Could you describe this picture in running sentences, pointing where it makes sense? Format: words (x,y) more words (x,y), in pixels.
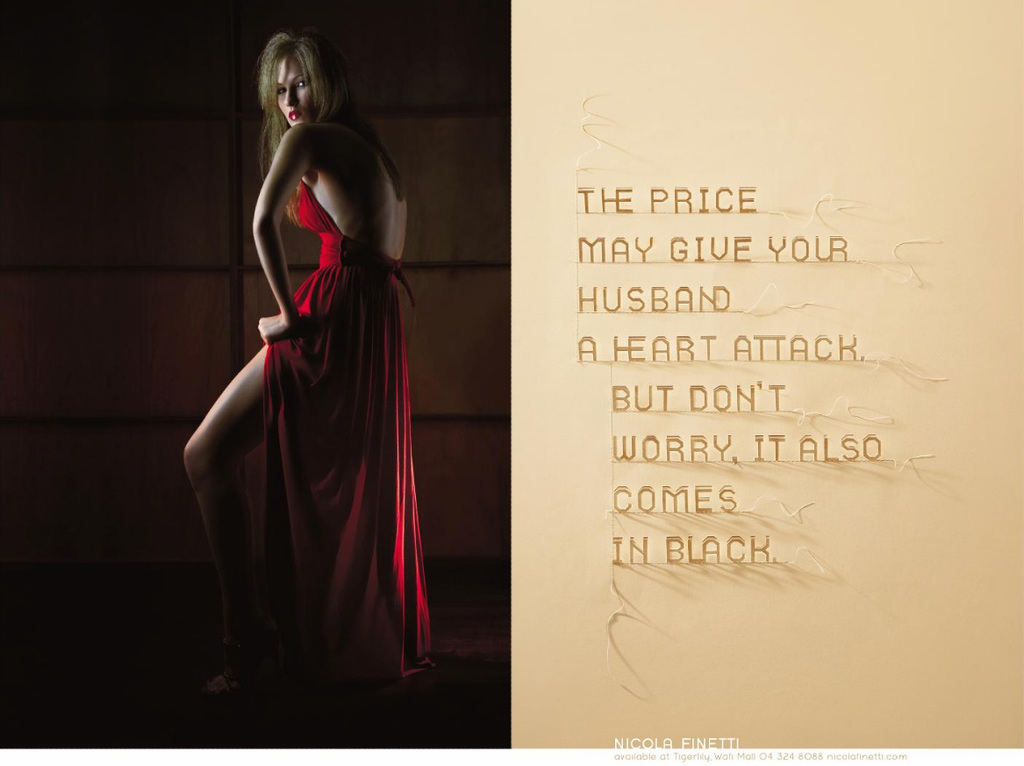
In this image we can see a poster (396,292) which includes the image of a woman (385,347) on the left side (311,447). And we can see some text (625,200) on the right (695,213).
